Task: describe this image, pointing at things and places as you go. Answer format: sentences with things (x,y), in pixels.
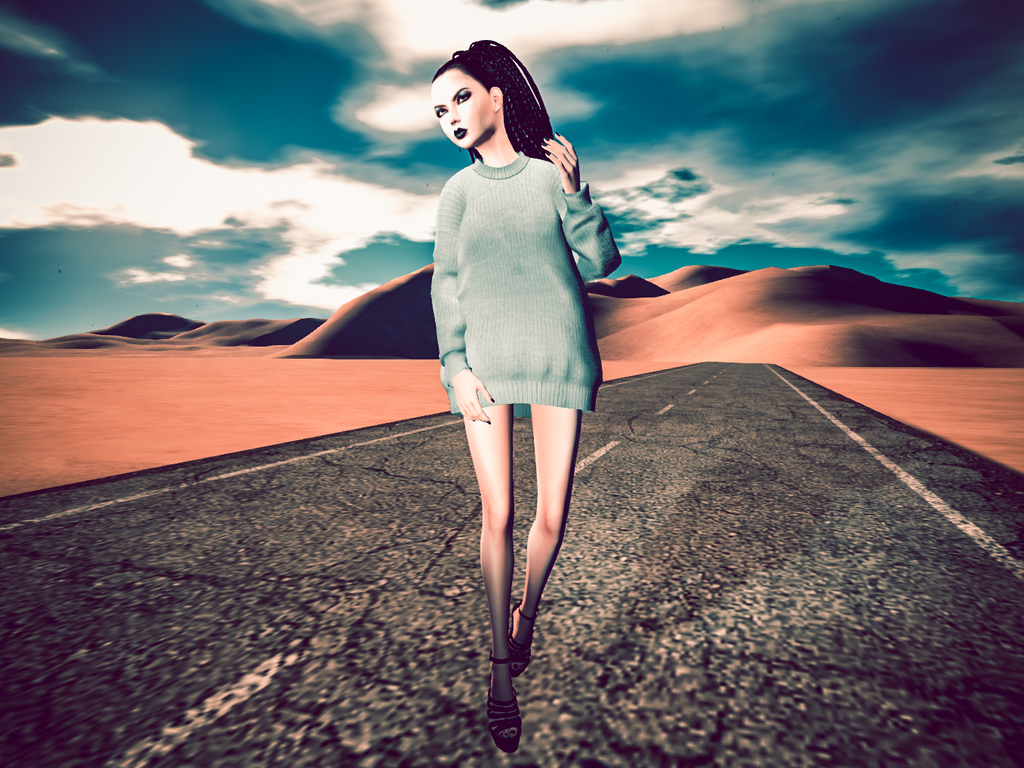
It is an editing picture. In the image in the center (515,361), we can see one person (501,331) standing on the road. In the background (110,151) we can see the sky (372,83), clouds (284,194) and hills (924,348).
